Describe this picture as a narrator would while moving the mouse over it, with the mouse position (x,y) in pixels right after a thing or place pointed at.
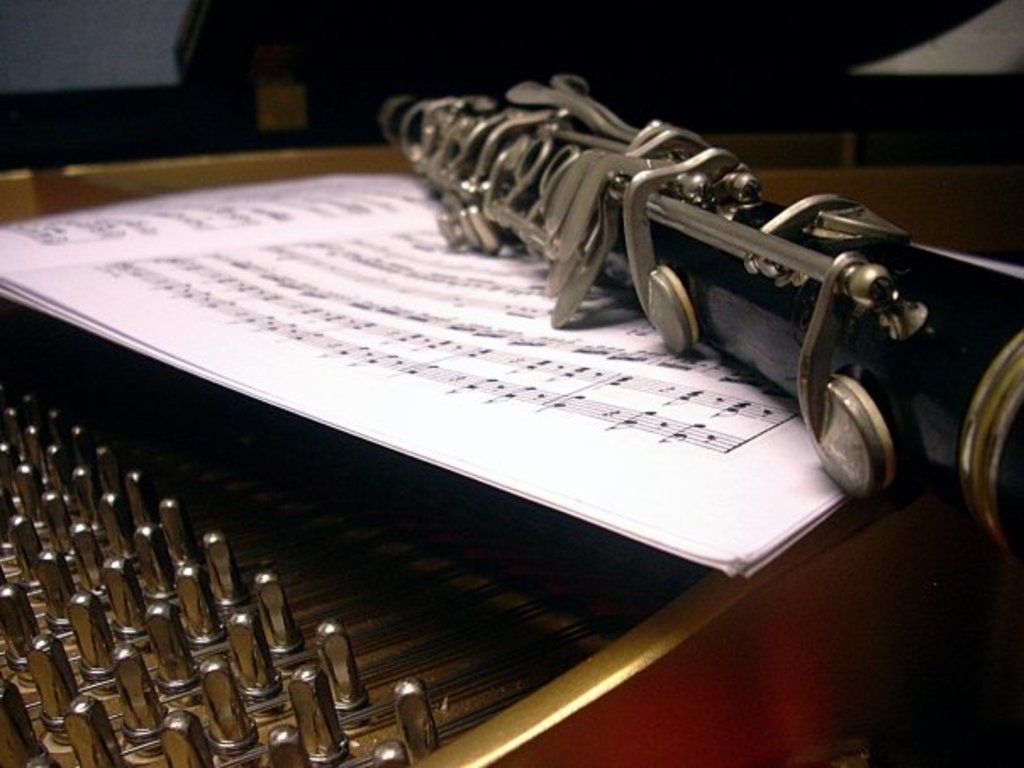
In this image I can see two musical instruments (827,576) which are in black, silver and red color. I can also see some white color papers (401,389) on the instrument (474,636).
